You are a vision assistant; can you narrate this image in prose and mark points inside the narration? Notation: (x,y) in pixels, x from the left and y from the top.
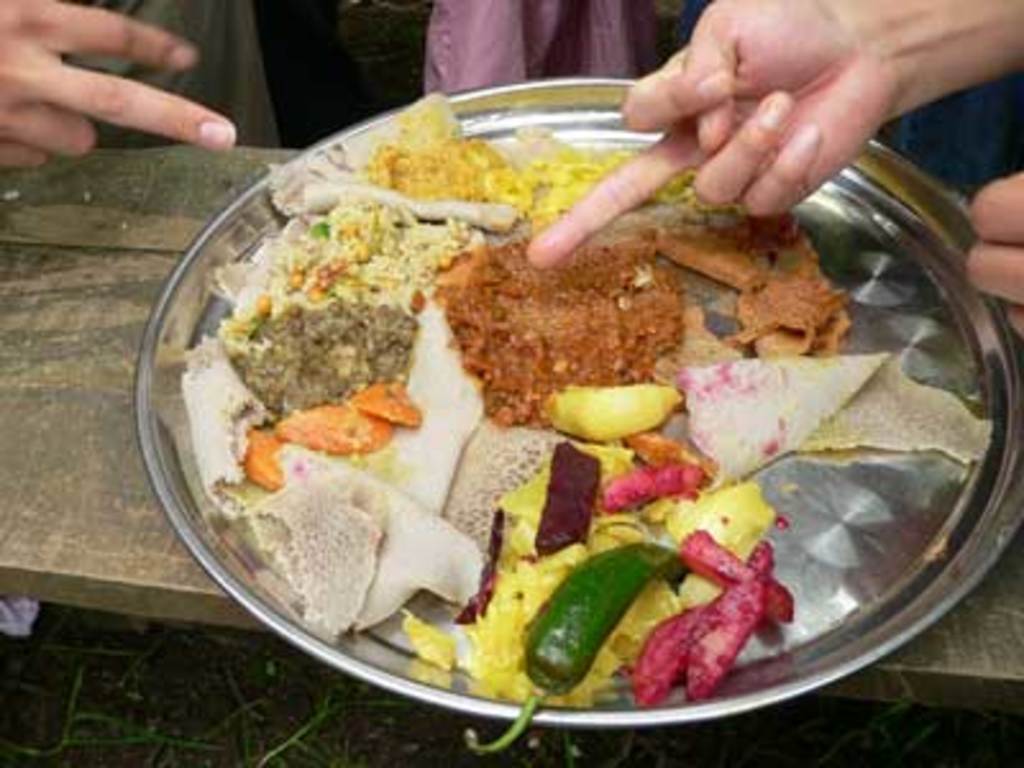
In this image we can see some food items (352,327) on the plate (173,406) and the plate (329,355) is on the table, there we can see few persons hands (157,114) and legs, there we can also see some grass (347,738) under the table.
